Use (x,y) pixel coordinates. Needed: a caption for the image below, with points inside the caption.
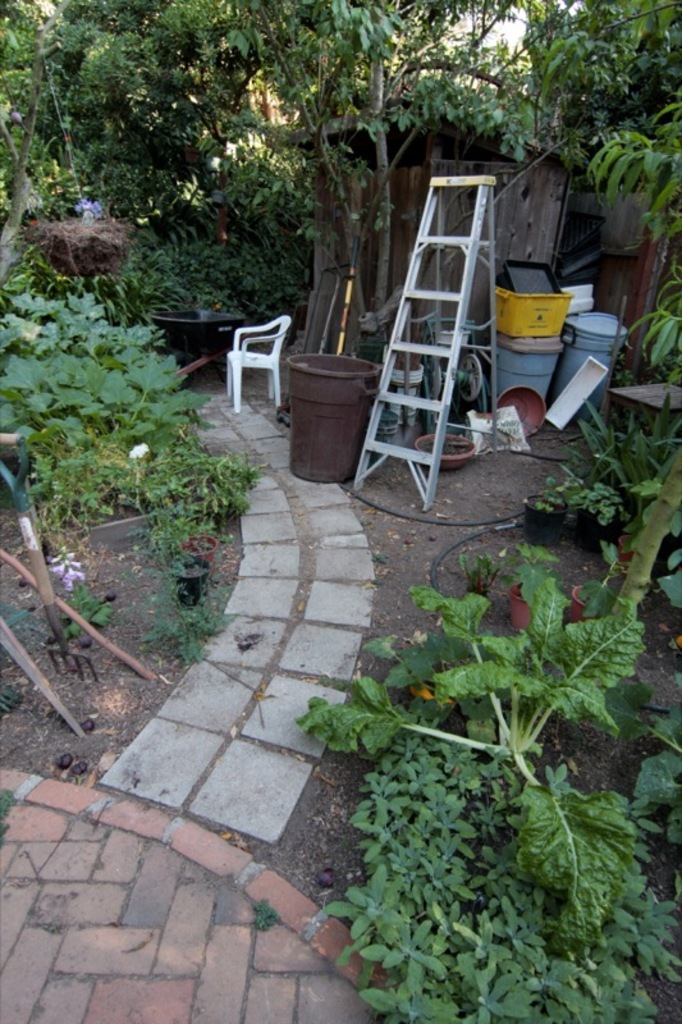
In the image we can see there is a chair (234,368), ladder (406,346), dustbins (550,354) are kept on the ground (403,554) and there are plants (474,706) and trees (119,152) at the back (119,152).
